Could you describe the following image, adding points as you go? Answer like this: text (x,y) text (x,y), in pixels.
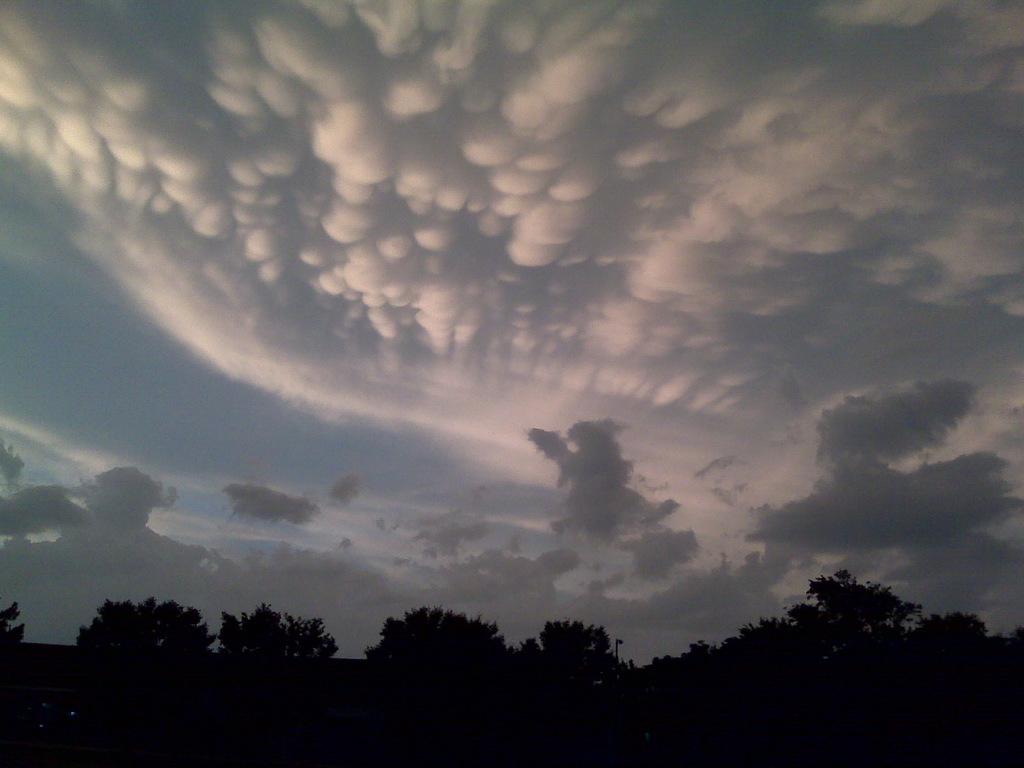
In this image, we can see some trees (134,628). There are clouds (709,281) in the sky (342,341).
